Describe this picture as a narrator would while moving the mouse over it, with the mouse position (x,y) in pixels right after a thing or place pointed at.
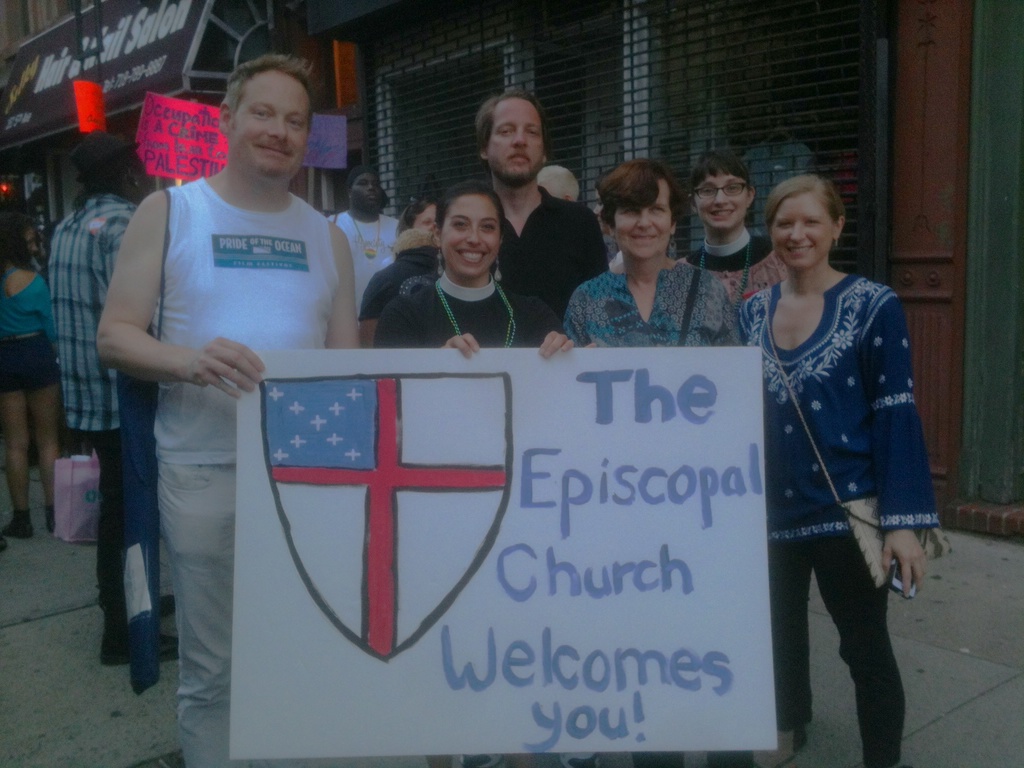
In this picture, we can see a few people (592,229), and a few (622,235) are holding some objects (707,386), we can see posters (617,358), stores (130,55), building (785,140) with windows (210,34), we can see the ground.
